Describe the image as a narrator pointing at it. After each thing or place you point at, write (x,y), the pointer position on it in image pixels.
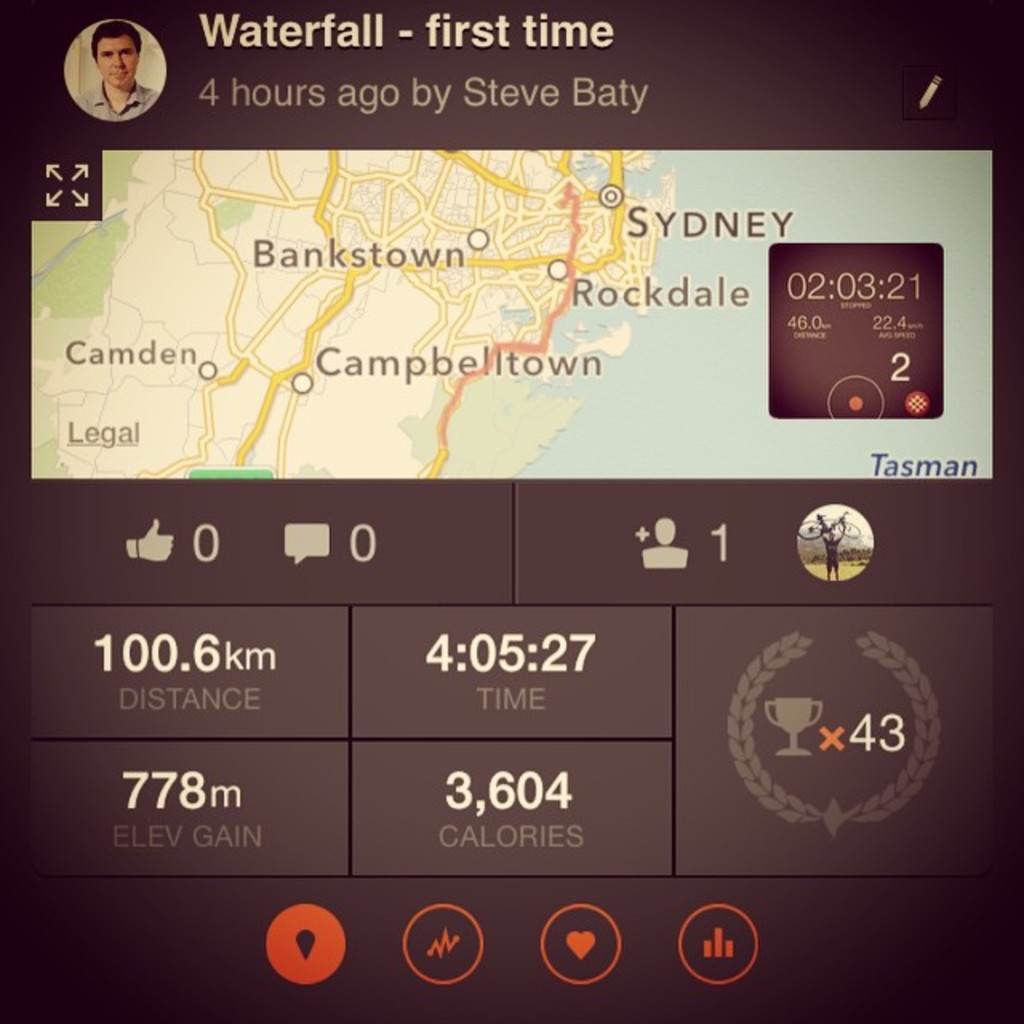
In the foreground (51,327) I can see a route map (472,300), timer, icons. On the top (316,102) I can see a person (108,96) and text (639,100). This image is taken may be from the screen (360,561).
